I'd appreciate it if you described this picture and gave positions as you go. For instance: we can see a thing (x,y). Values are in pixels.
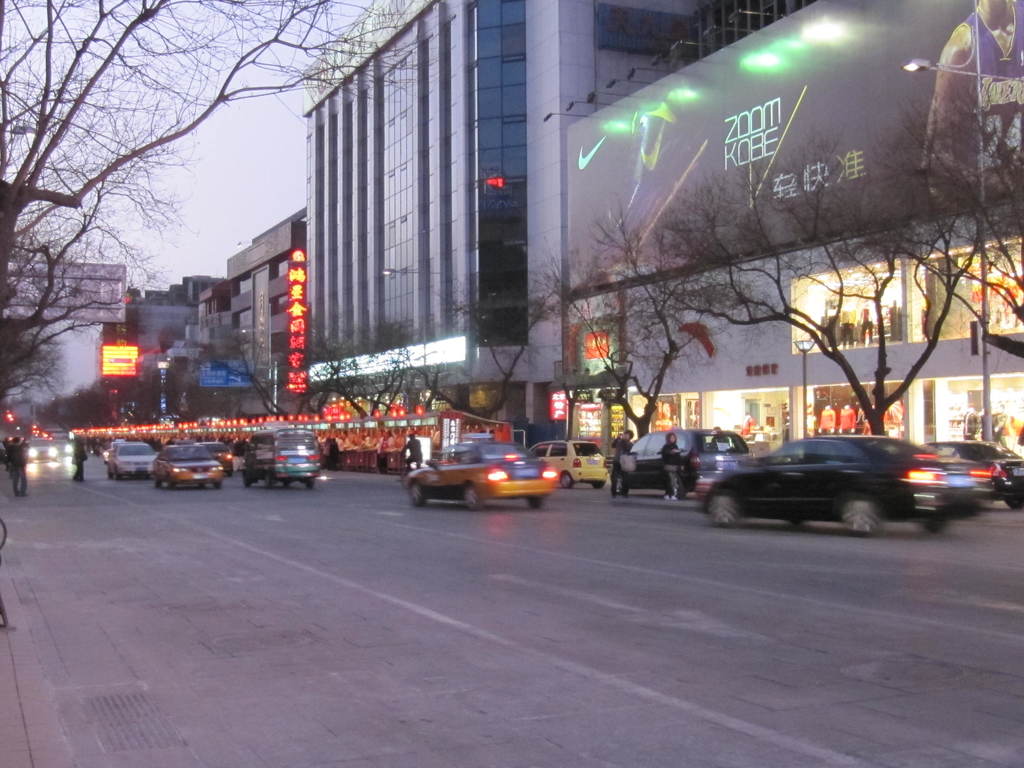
This image is taken during the evening time. In this image we can see the buildings (417,314) with lights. We can also see the light poles (988,351), trees (35,240), people (14,451) and also the vehicles (414,490) passing on the road (504,608). We can also see the sky (191,243) and also the hoarding (812,166) with the text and also the person (971,102).
